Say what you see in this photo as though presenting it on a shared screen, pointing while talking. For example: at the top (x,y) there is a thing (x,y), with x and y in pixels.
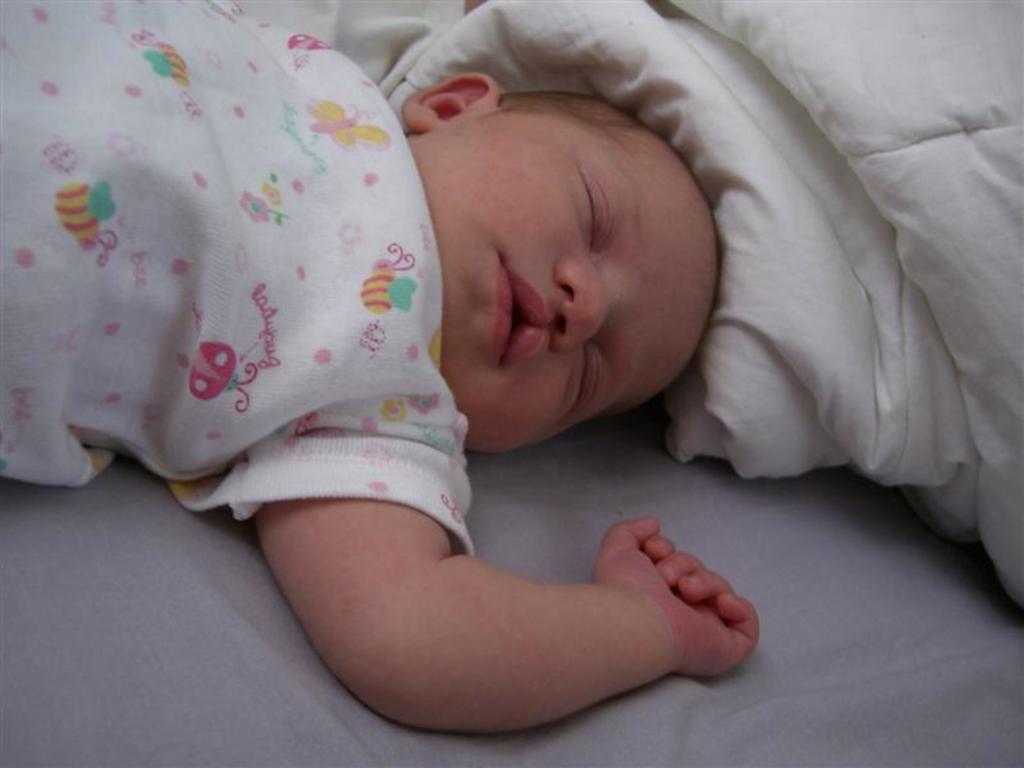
In this picture there is a baby (147,315) with white t-shirt (250,328) is lying on the bed (871,670). At the top (940,81) there is a white blanket (769,387). There are pictures (380,318) of honey bees (373,278) and flowers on the t-shirt (297,345).
